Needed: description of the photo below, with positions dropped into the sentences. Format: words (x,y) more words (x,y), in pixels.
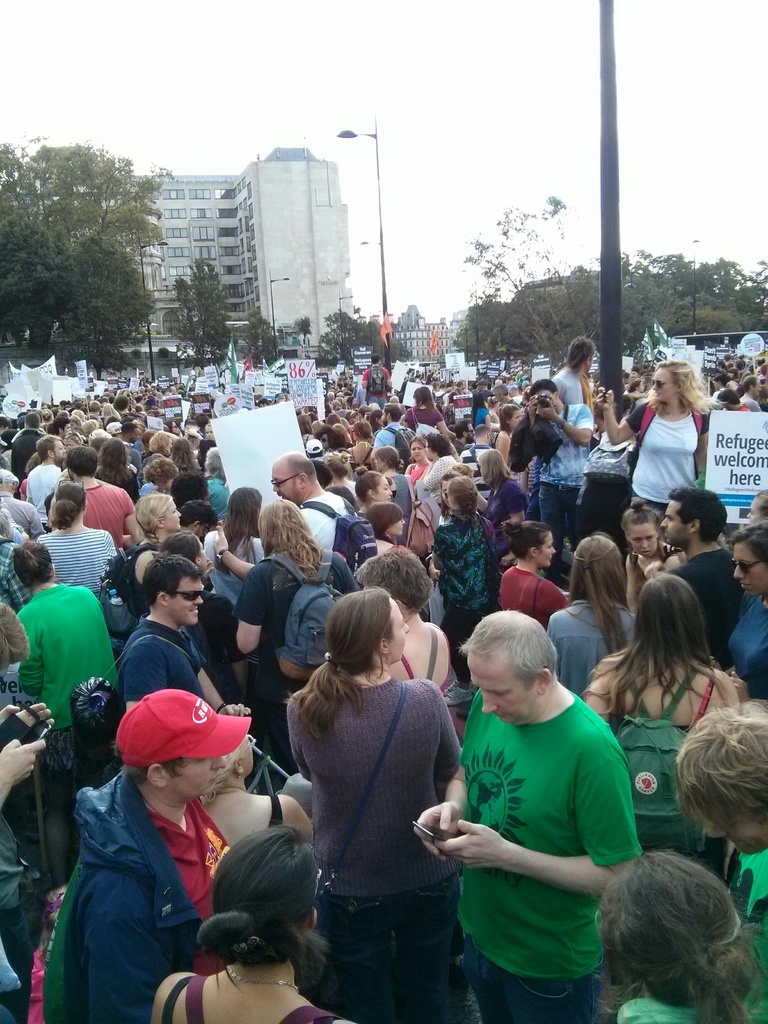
In this image we can see people (187,633) standing. In the background of the image (169,304) there are trees (516,318), buildings (335,305), sky (394,160) and poles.
